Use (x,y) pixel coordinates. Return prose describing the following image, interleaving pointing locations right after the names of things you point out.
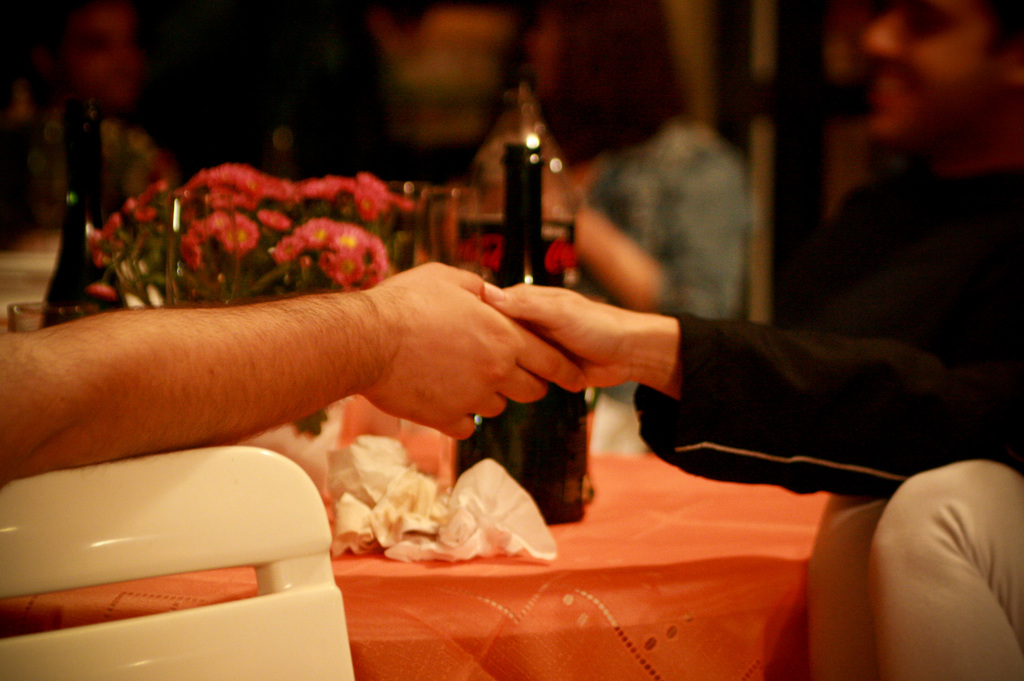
In this image I can see two persons (639,348) holding hands (446,288). In the background (519,188) I can see few bottles (505,194) and I can also see few flowers (273,178) in pink color.
